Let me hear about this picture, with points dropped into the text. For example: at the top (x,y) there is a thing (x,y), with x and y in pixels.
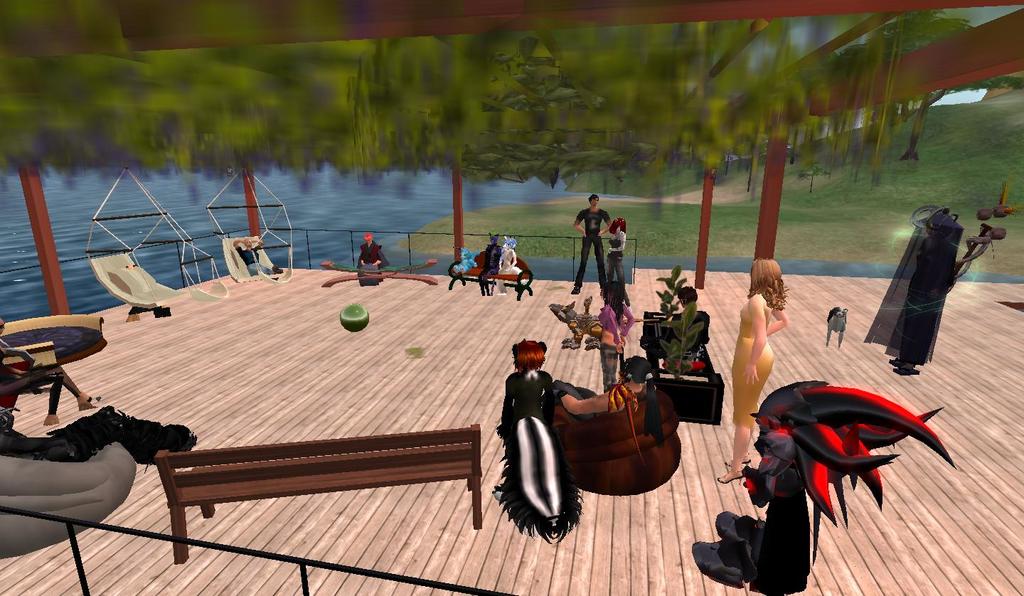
In this animated image, where we can see people (602,256), it seems like monsters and other objects (89,253). There is greenery (531,160) and water (270,193) in the background (987,135).
